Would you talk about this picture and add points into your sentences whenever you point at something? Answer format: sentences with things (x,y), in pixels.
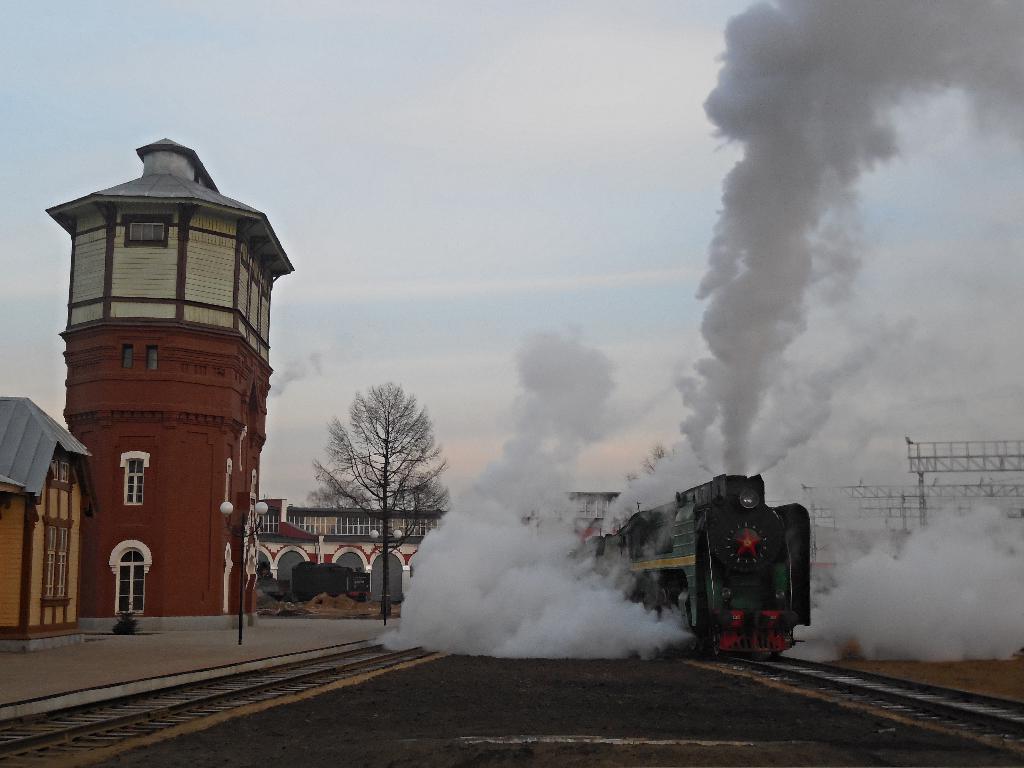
In the image there is a train (692,602) releasing smoke (743,207) moving on track (724,659) on the right side (750,512), on the left side (163,492) there are buildings (238,540) with a tree (362,483) in front of it and above its sky (474,166) with clouds (482,302).
